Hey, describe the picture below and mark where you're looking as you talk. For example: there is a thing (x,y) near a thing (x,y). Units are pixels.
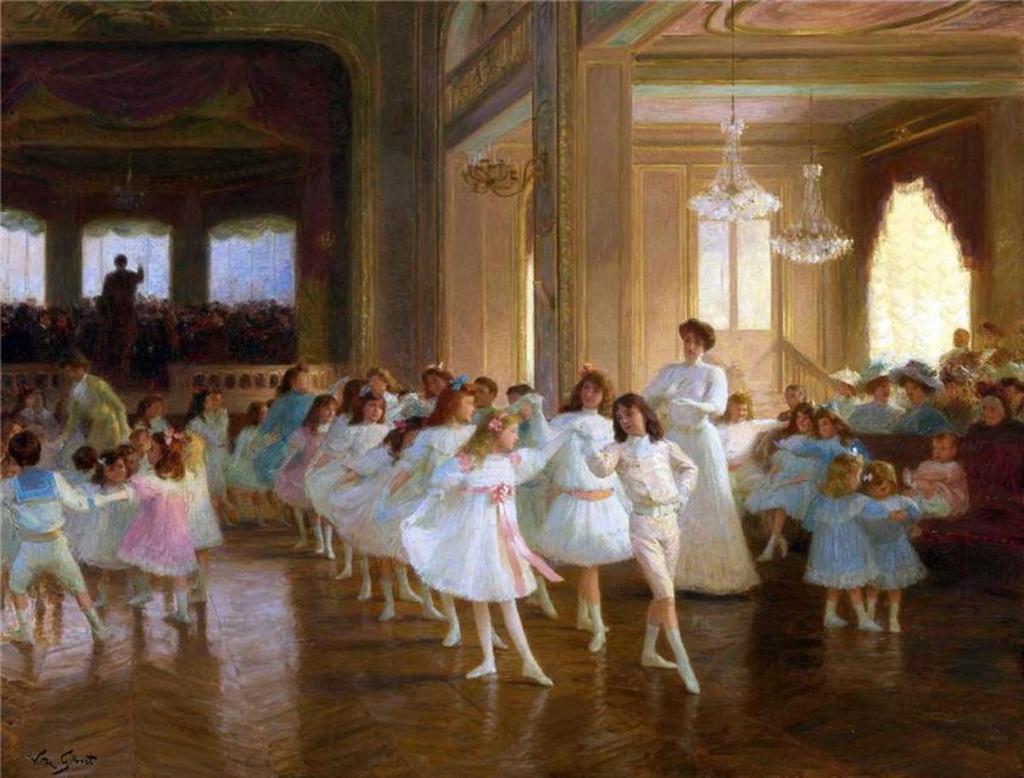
In this image on the right (697,416), there is a woman (676,431), she wears a white dress (687,453), she is standing. In the middle (468,442) there are many girls (407,466), boys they are dancing. On the right (919,412) there are many children (897,502), people (912,395), they are sitting. In the background (281,339) there are lights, pillars (617,238), person (117,312), curtains (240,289), floor (261,603).
